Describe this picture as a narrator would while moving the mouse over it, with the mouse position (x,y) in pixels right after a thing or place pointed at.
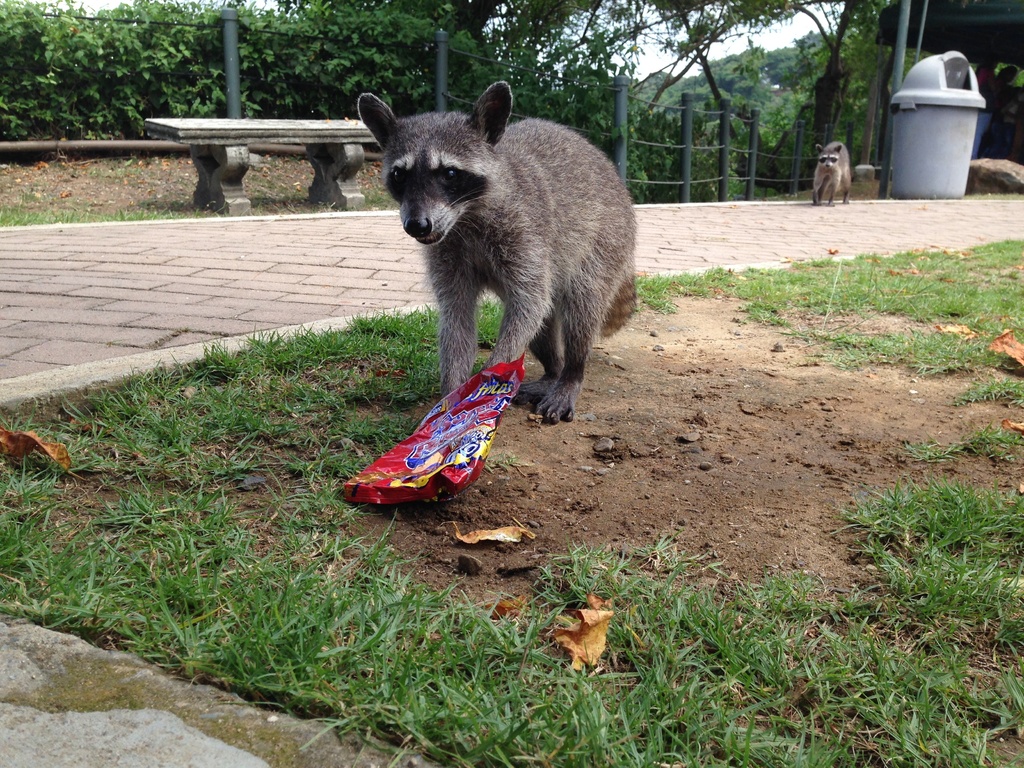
There are two animals (581,176). On the ground (366,571) there is grass (786,598) and a packet (416,442). Also there is a sidewalk (145,277). Near to that there is a bench (278,127) and dustbin (964,130). In the background (343,52) there are poles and trees (838,36).
